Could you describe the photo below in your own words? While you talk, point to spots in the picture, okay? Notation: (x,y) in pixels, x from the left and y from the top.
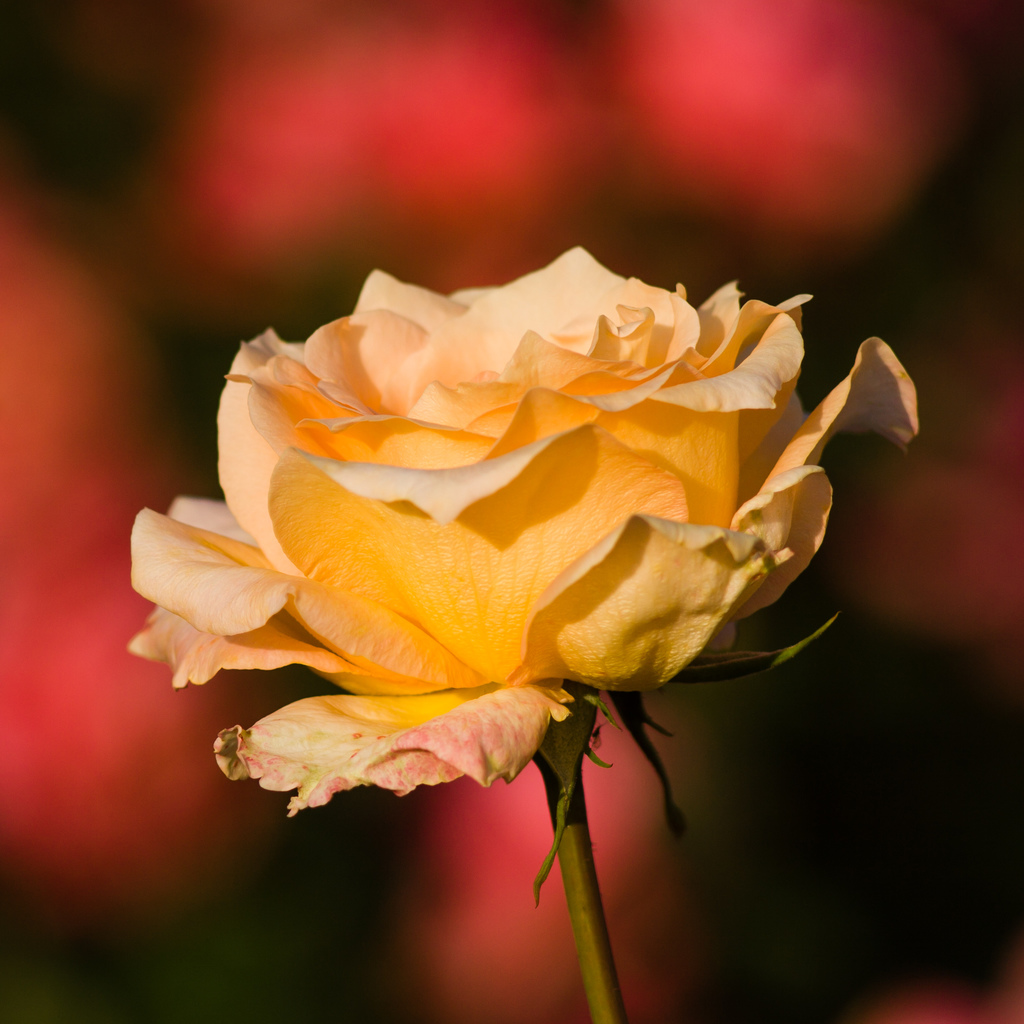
In the foreground of the picture (585,568) there is a yellow rose (521,616). The background (148,90) is blurred.
